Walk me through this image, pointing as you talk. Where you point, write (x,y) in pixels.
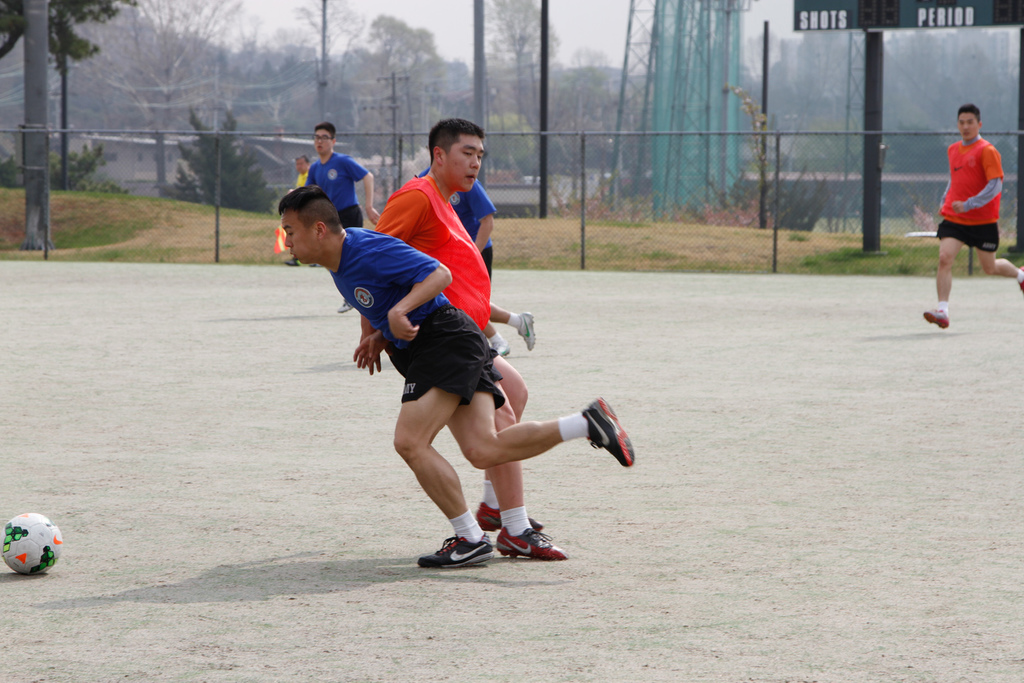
In this image there are a few players (472,286) playing football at a ground (211,387), the football ground (263,294) is closed with a mesh fence (729,183), on the other side of the fence (561,183) there are trees (489,82), towers (644,83) and electric poles (324,69).
